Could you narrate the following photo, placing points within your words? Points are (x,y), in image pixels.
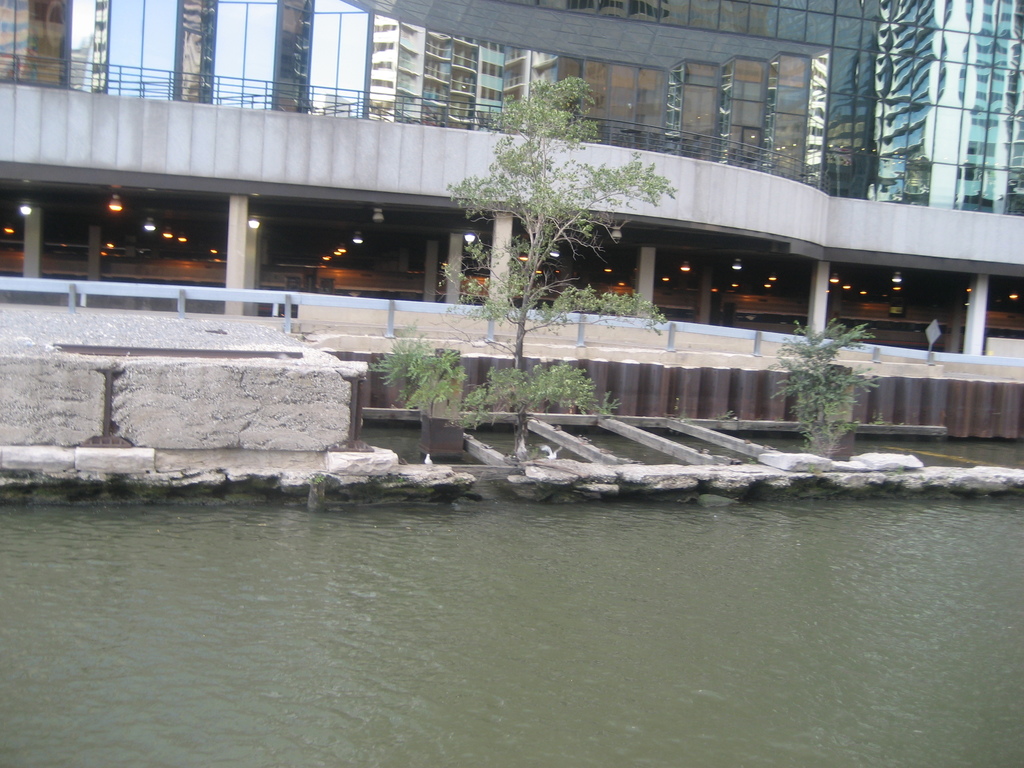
In this image, we can see water (839,677) and we can see some buildings (566,161).
